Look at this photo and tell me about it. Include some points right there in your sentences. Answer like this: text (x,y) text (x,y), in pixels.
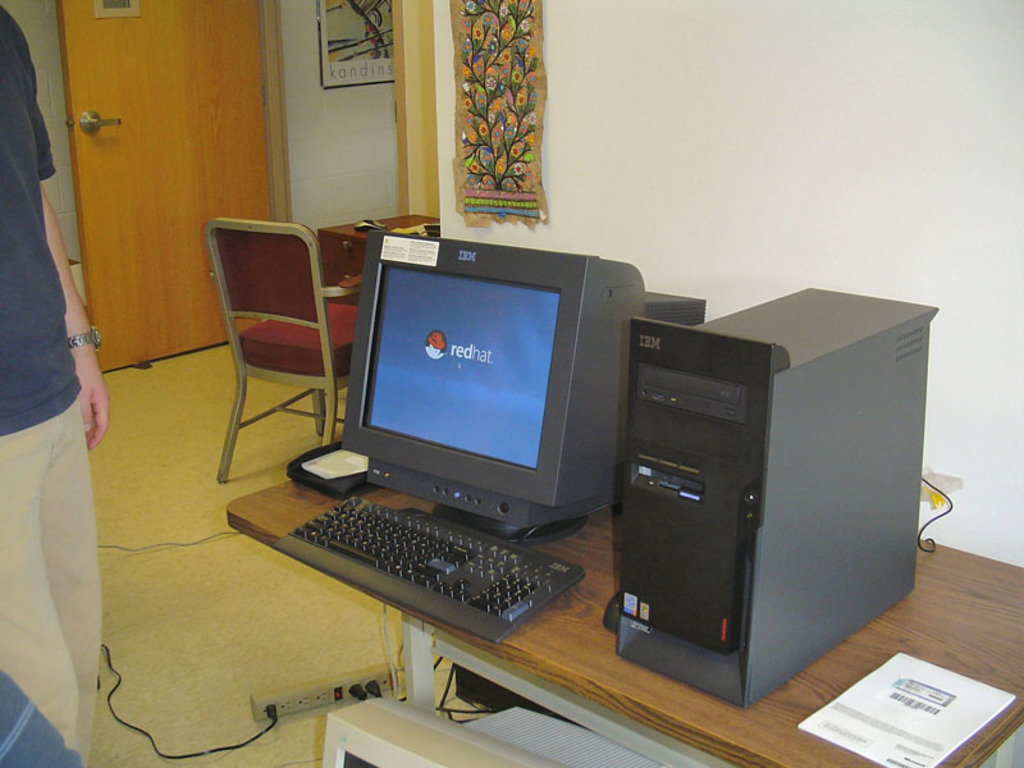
In this image I can see a monitor (517,539), a keyboard (380,586) and a CPU (708,563) on this table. Here I can see a person (50,583) is standing. In the background (122,350) I can see a chair (240,229) and a door (145,224).
